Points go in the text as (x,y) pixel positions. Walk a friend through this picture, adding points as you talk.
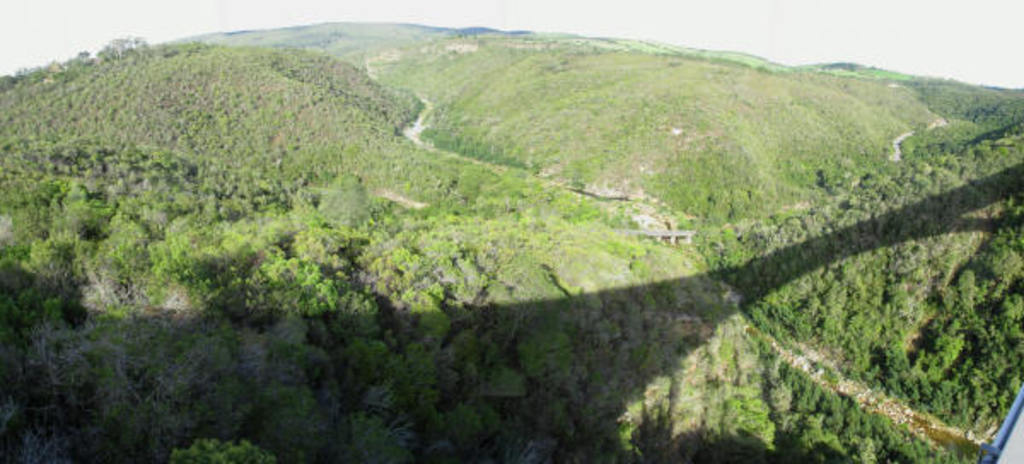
In this image we can see the hills (332,178) with full of trees (721,386).
